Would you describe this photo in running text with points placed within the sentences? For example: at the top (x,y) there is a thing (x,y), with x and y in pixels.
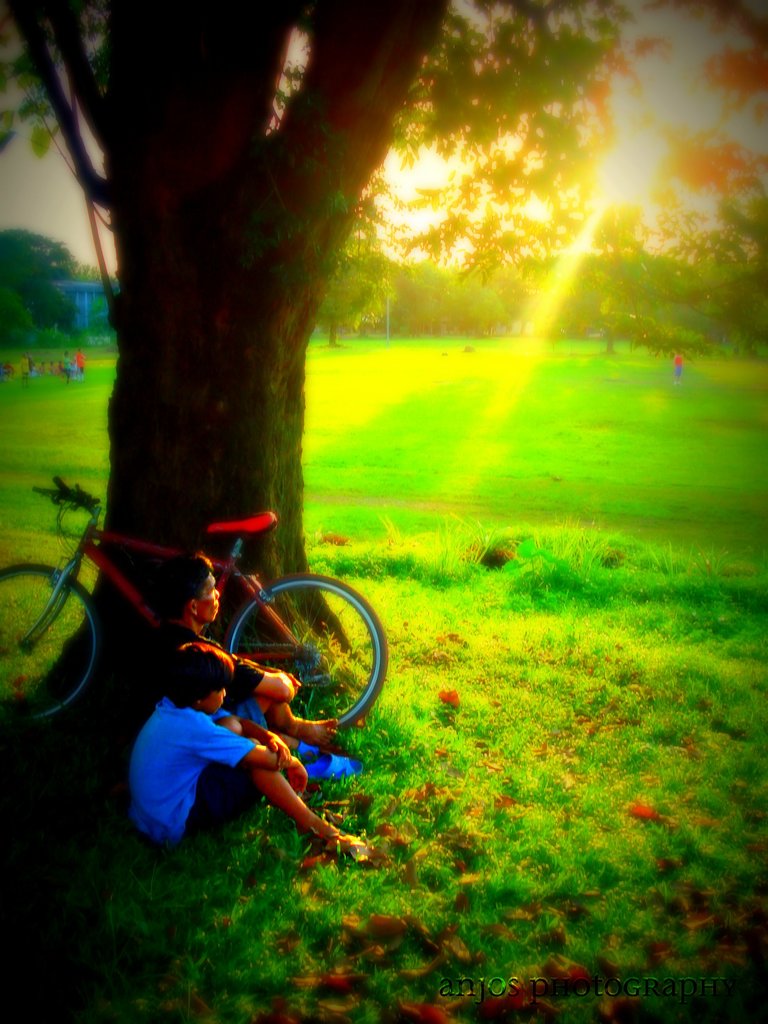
In this image, we can see two persons (216,776) are sitting on the grass (115,836). Here we can see a bicycle (265,650) and trees (190,442). Background (665,430) we can see few people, trees (340,293), grass (47,458), pole (388,335) and sky (51,152). On the right side (556,981) bottom corner, there is a watermark (511,981) in the image.
